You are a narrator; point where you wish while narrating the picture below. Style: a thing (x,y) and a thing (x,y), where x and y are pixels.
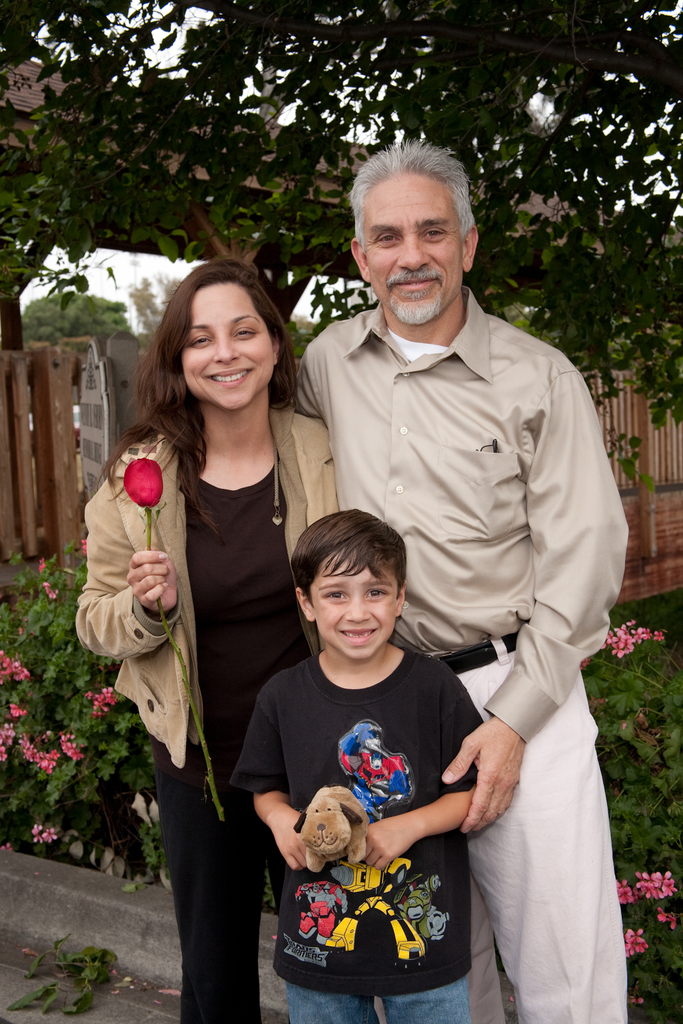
In the center of the image (451,514) there are two people (302,648) standing. There is a boy (312,756) holding a doll (323,841). In the background of the image (237,111) there are trees (229,202). There is a fencing (38,360). There are plants (49,638). At the bottom of the image (94,1017) there is road (11,972).
